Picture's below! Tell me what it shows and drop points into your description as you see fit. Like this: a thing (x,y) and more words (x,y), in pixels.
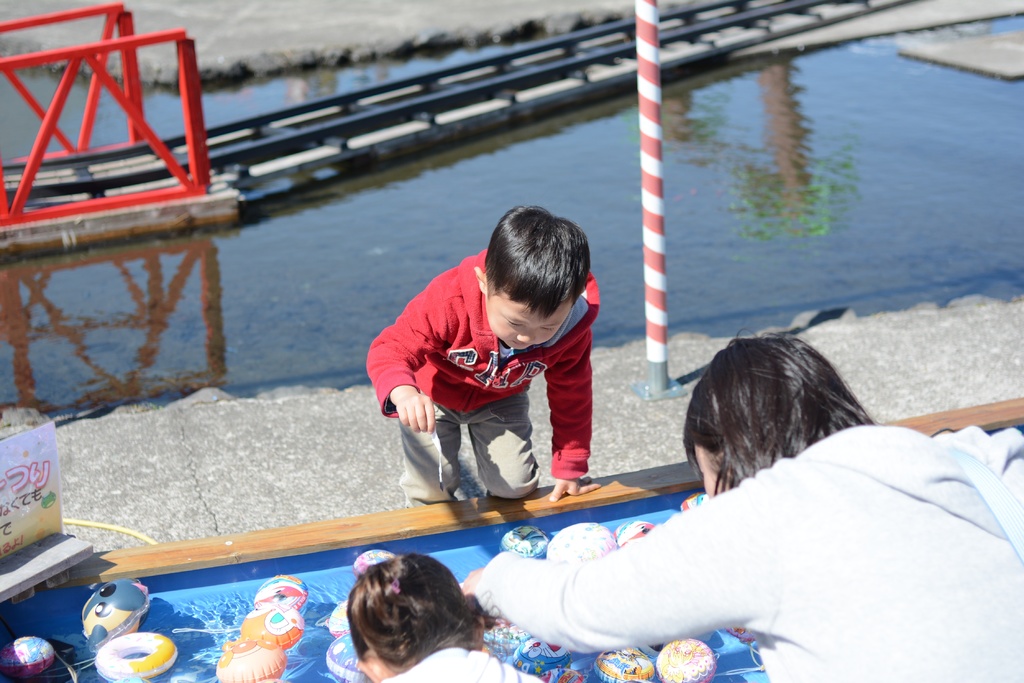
There are children (511,219) and a woman (765,609) in the foreground area of the image (897,669), it seems like toys (264,638) in front of them, there is a pole (648,43), water (630,153), it seems like a bridge (296,107) in the background (296,107).
